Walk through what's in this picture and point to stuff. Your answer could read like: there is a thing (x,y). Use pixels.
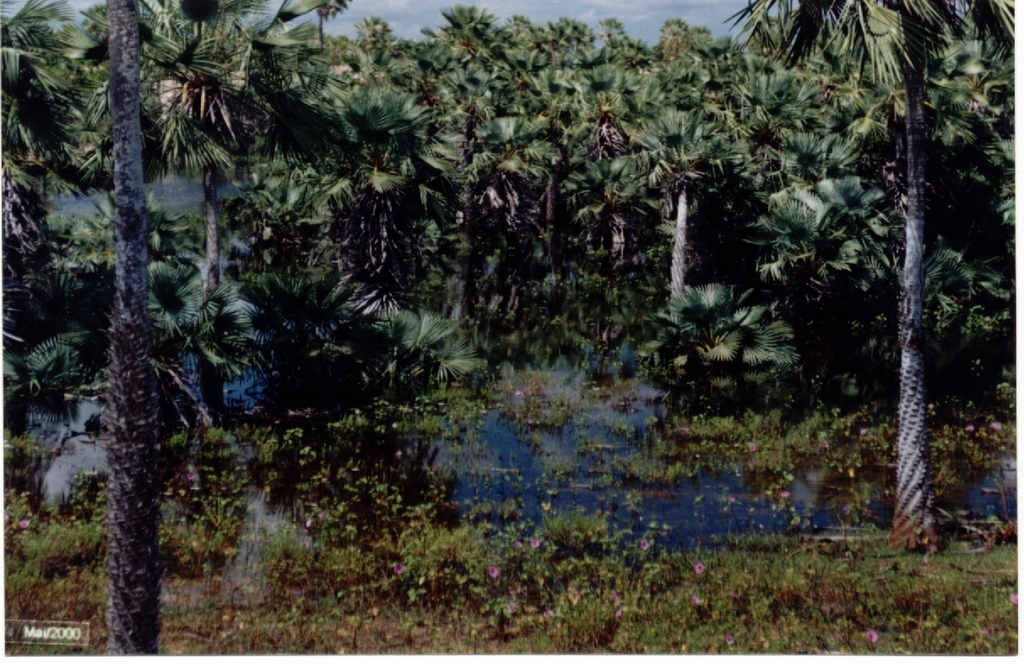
This picture looks like a real image. In the background (653,125) we can see many trees (743,266). On the bottom (475,519) we can see water (576,503), plants (476,548), flowers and grass (738,555). On the top (659,7) we can see sky (591,5) and clouds (607,0). On the bottom left corner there is a watermark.
